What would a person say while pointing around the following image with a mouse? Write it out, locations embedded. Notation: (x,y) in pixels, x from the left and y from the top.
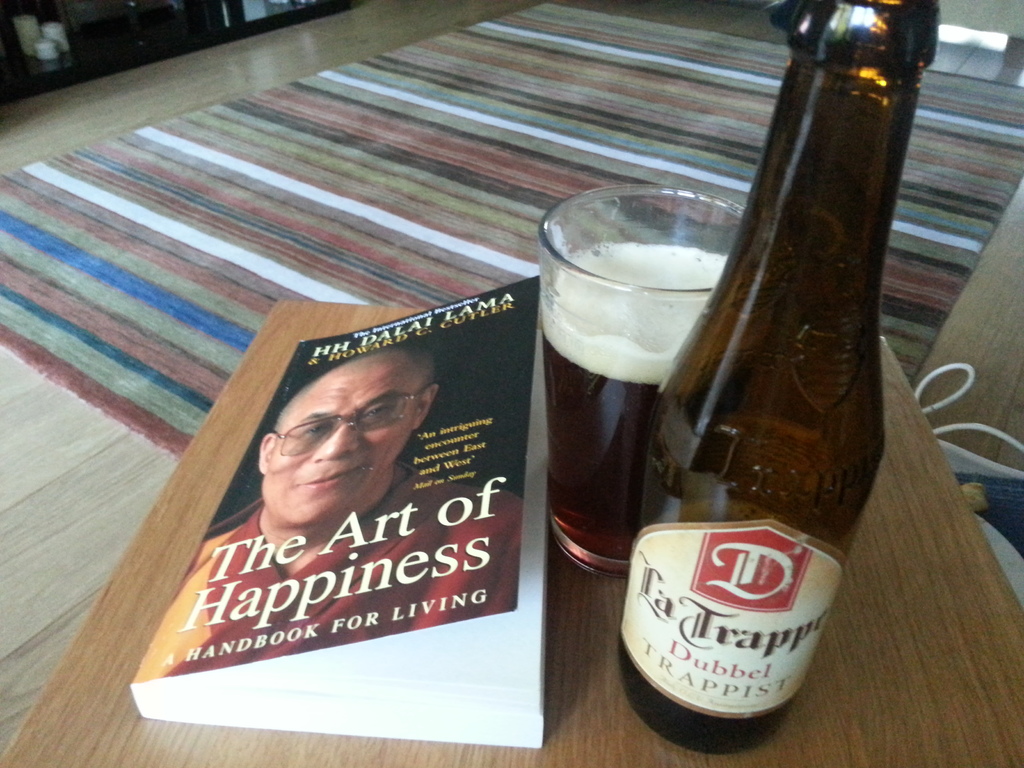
As we can see in the image there is a book (350,534), glass (612,397) and bottle (754,451).
